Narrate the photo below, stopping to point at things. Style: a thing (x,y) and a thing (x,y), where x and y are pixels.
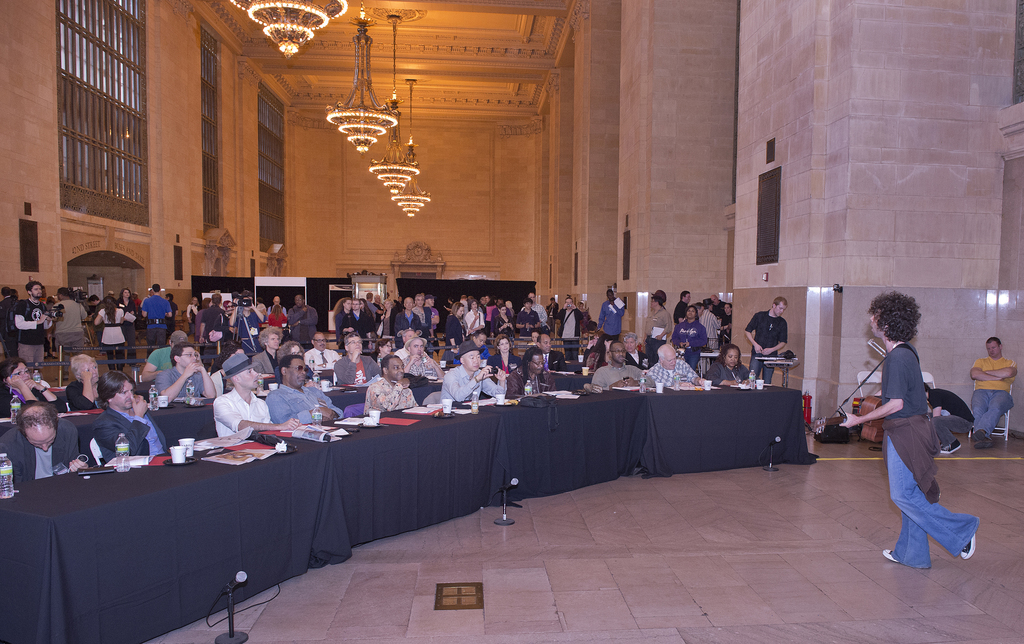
This image looks like it is clicked in a concert. There are many people (379,385) in this image. On the right (894,424), there is a man (948,536) playing guitar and singing. In the background (45,184), we can see the wall (49,171) and windows (83,121). At the top (386,117), there are lights (386,117). At the bottom (591,594), there is a floor (560,618).
